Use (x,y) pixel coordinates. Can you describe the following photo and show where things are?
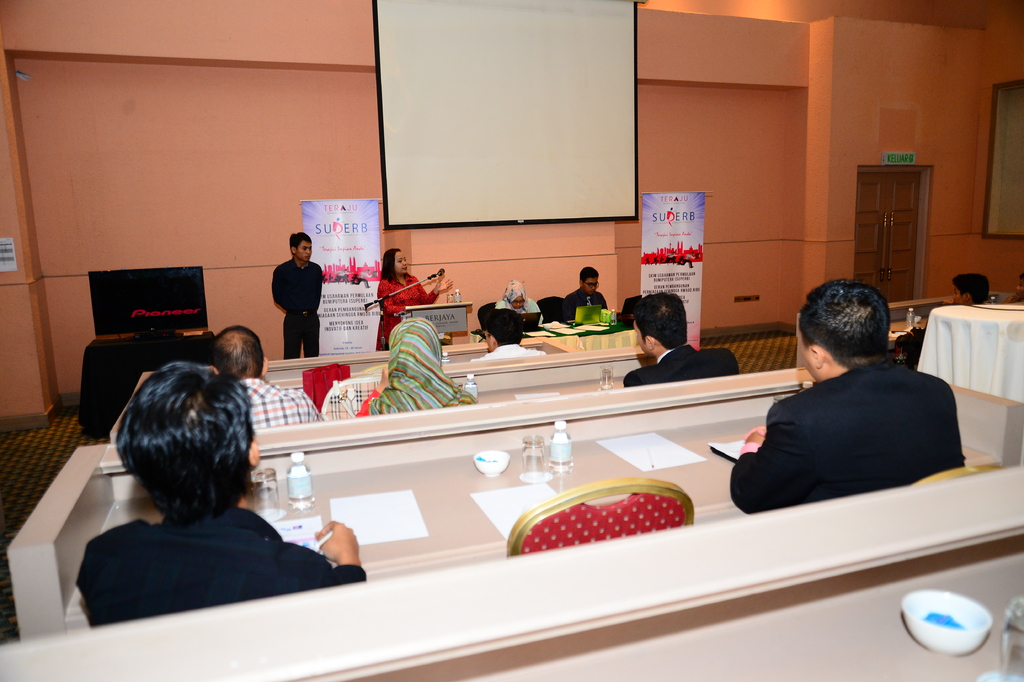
In a room (739,369) there are some people (217,417) sitting on the red color chair (622,501). In front of them there is a table (410,489) with glass (260,496), paper (341,501), bottle (310,495) and a bowl (481,472) on it. In front there is a lady (398,294) with red dress (413,298) is standing in front of the podium (404,316) and there is a mic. Beside her there is a man (304,284) with black dress (308,299). In the background (485,77) there is a screen (552,130) and in the right side (825,179) there is a wall (647,129).
